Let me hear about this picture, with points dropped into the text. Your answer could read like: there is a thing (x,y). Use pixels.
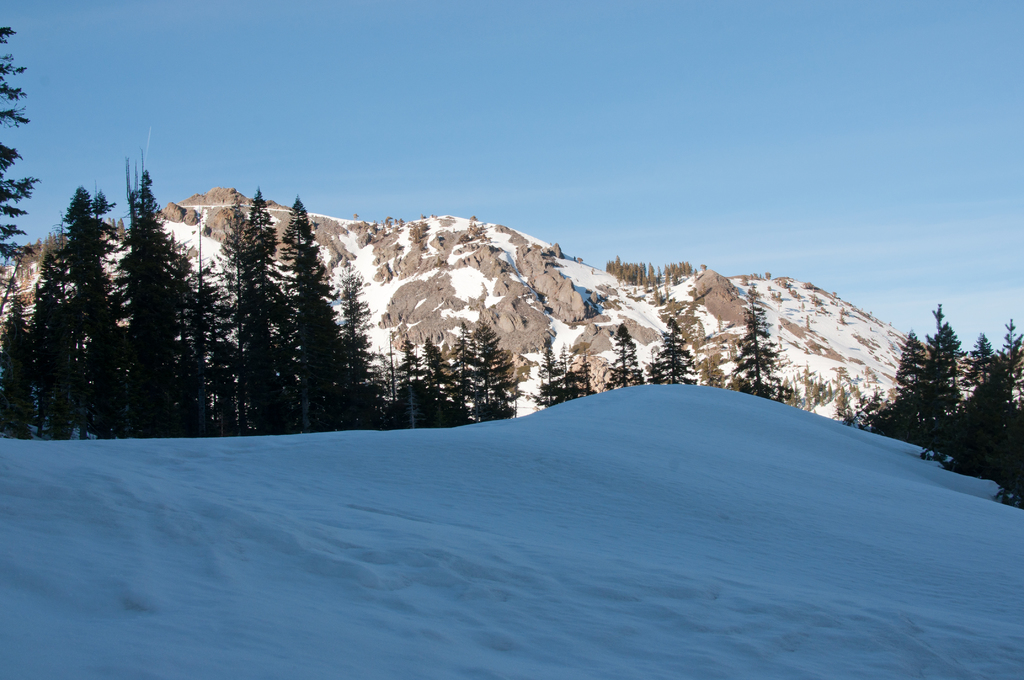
This picture shows hills (612,311) and we see trees (968,439) and snow (512,478) and we see blue Sky (713,208).
